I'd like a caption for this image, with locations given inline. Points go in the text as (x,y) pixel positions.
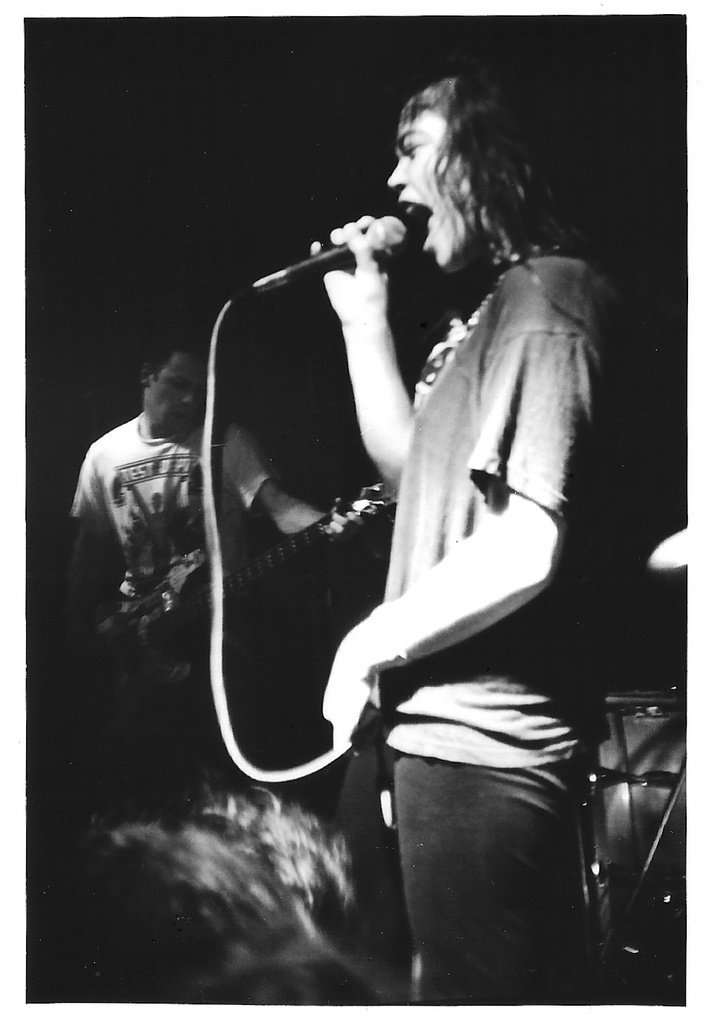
there are two persons (420,582) in which one person (206,555) is playing guitar (178,615) and another person (473,497) is singing in a microphone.
